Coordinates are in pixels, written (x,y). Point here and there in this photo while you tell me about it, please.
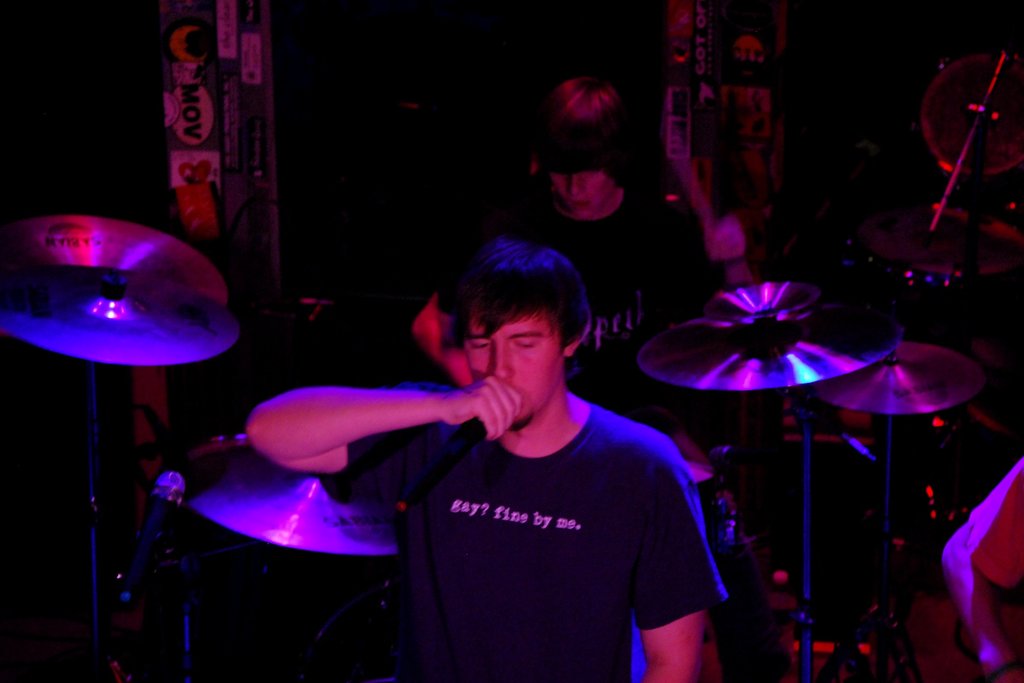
In this picture we can see two people (448,366), here we can see musical instruments (736,526), mics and in the background (429,372) we can see it is dark.
